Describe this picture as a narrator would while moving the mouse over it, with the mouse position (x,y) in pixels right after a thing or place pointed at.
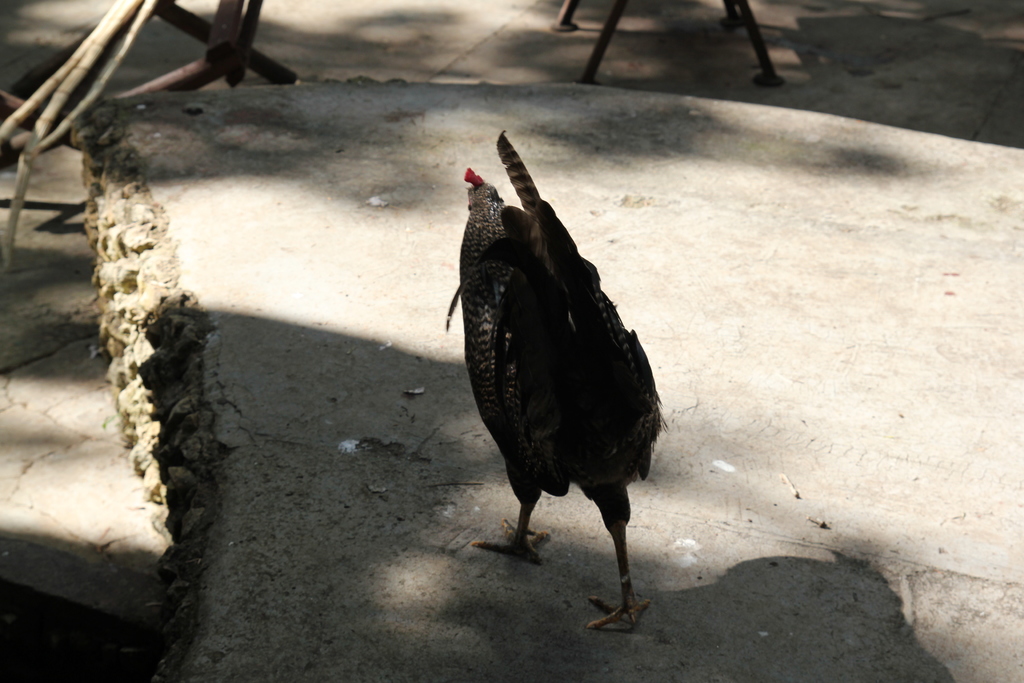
In this image I can see the hen (535,326) which is in black and red color. It is on the concrete surface (537,579). In the background (229,48) I can see the iron rods (230,61).
